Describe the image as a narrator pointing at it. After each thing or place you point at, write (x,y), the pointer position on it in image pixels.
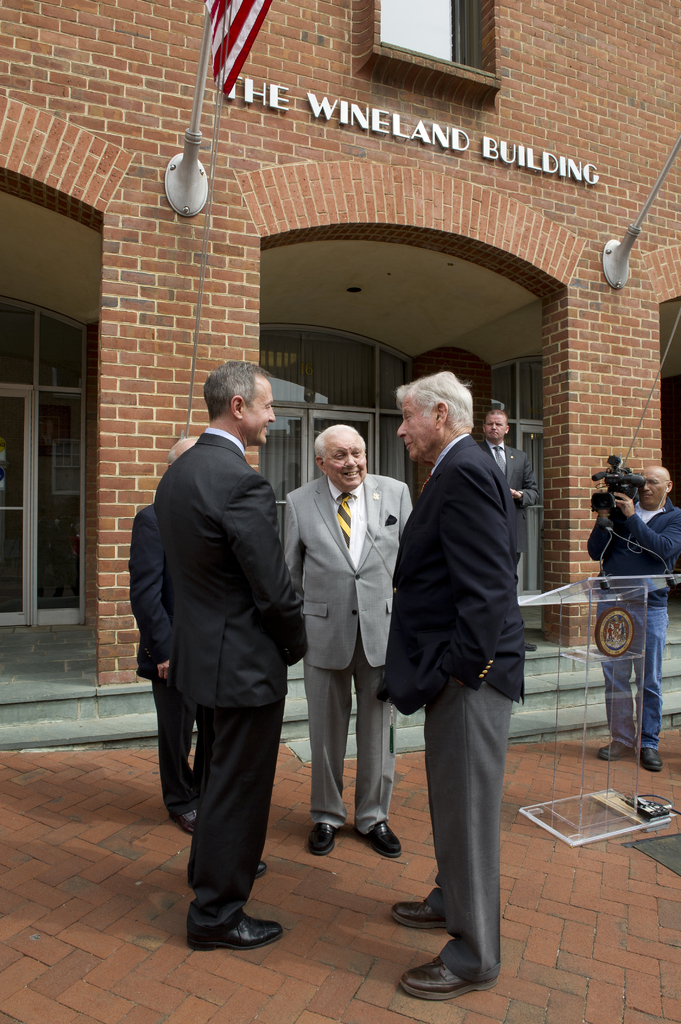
In this picture, we see four men (228,514) are standing and talking to each other. On the right side (602,618), we see a podium (620,618). Beside that, the man (635,548) in the blue jacket (641,538) is taking video on the video camera (627,472). Behind them, we see a building (176,361) which is made up of red colored bricks (199,233). We even see a flag (234,13) in red and white color. On top of the building (270,153), it is written as "THE WINE LAND BUILDING".
